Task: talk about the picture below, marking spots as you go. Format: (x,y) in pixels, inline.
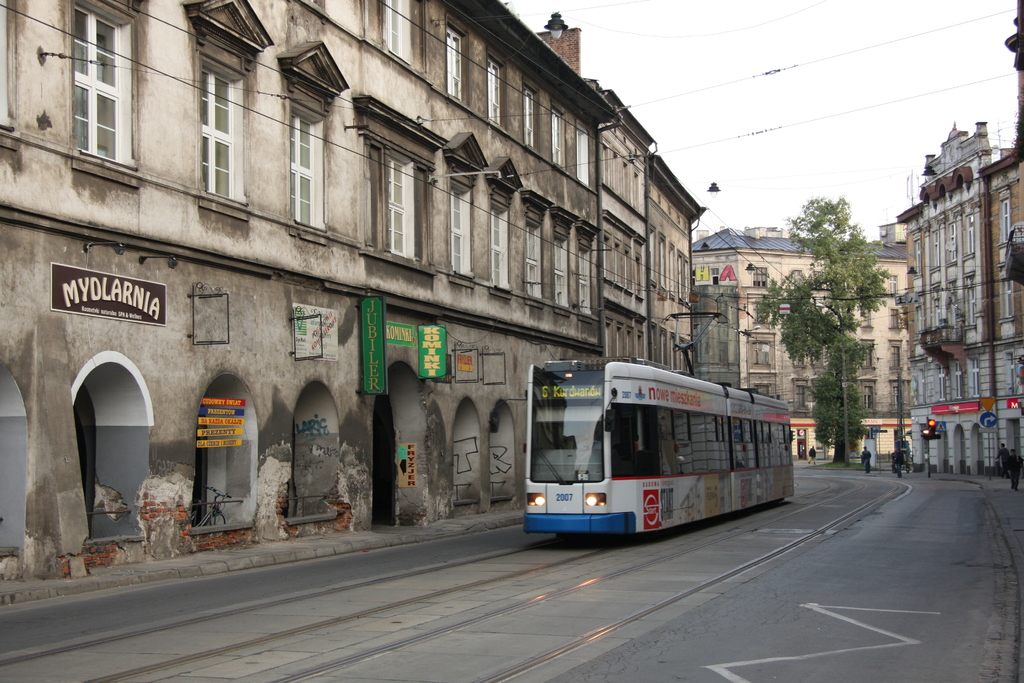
In the foreground of the picture (322,646) there are railway tracks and a train (615,373). On the left (243,330) there are buildings (420,185) and cables (529,173). In the center of the background (853,447) there are buildings (906,246), tree (825,330), signal lights (928,441), people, pole (901,396), cables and other objects (991,422).
